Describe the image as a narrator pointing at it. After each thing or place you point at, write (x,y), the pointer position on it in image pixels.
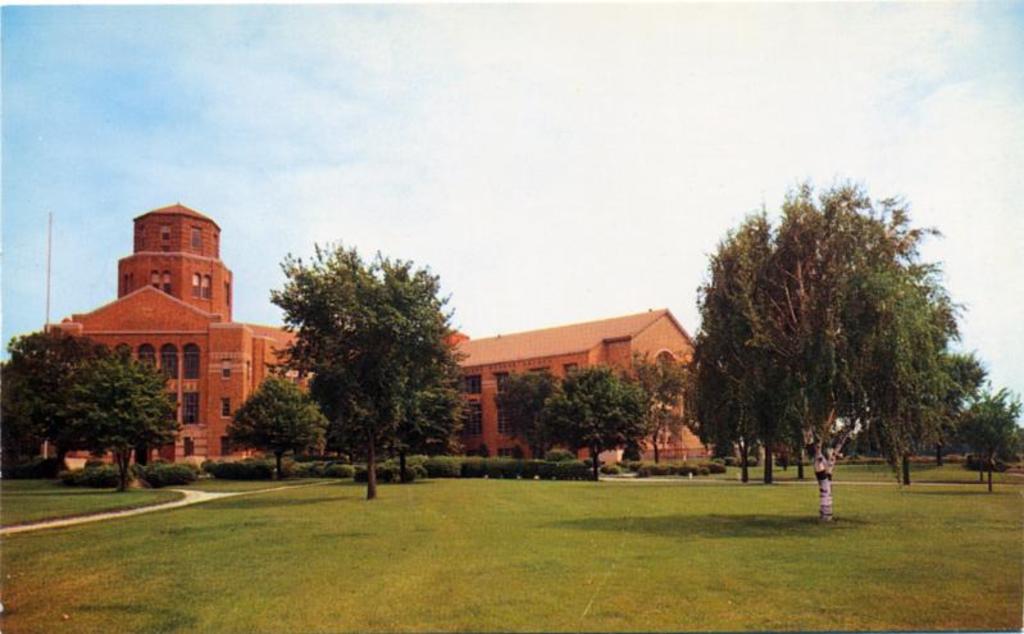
In this image we can see sky (278,107) with clouds (507,94), buildings (158,328), trees (668,362), bushes (218,463), poles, walking path (110,513) and ground (172,513).
